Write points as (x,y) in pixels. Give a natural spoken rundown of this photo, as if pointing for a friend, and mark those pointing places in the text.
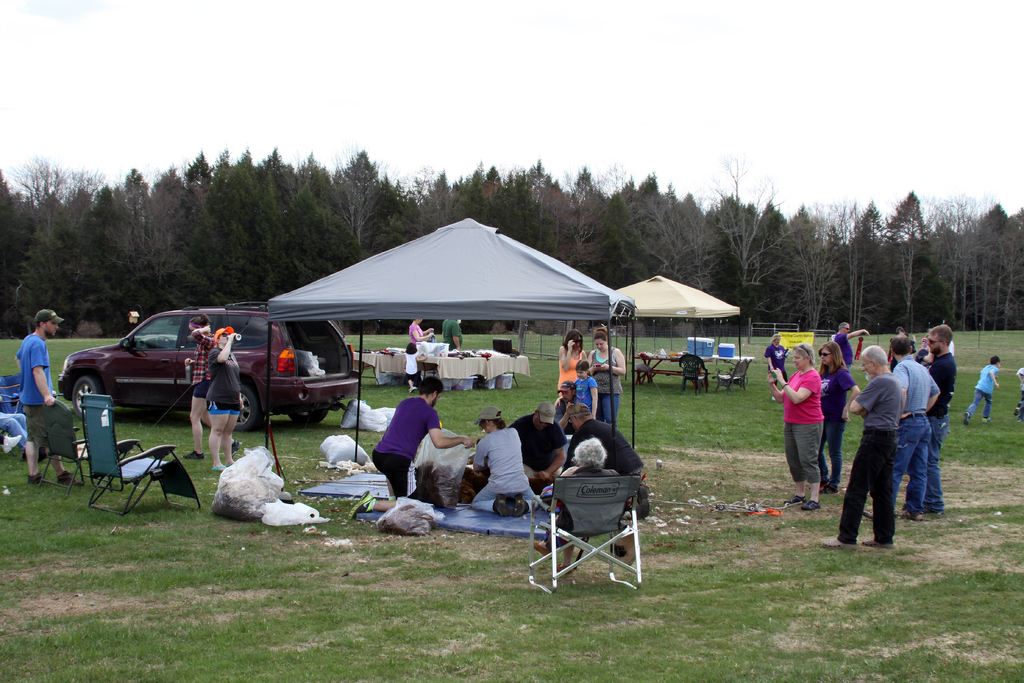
In the picture we can see the grass surface (700,566) on it, we can see some people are standing and near to them, we can see some people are sitting under the tent (394,306) and beside them, we can see a cover bag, chair (581,544) and we can also see the car (272,331) parked. In the background (234,298), we can see many trees (669,193) and the sky (572,138).
